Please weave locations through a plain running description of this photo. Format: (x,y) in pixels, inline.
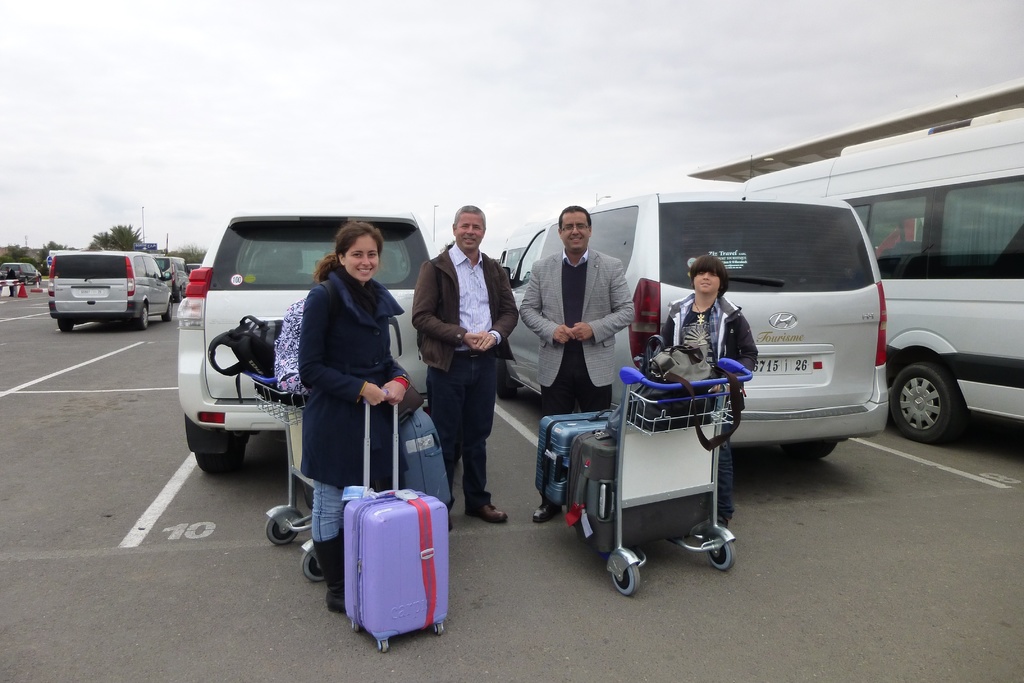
In this image we can see people (587,275) are standing on the road (95,638). There are luggage bags (413,610), trolleys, vehicles (407,316), trees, and poles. In the background (461,153) there is sky (919,89).
